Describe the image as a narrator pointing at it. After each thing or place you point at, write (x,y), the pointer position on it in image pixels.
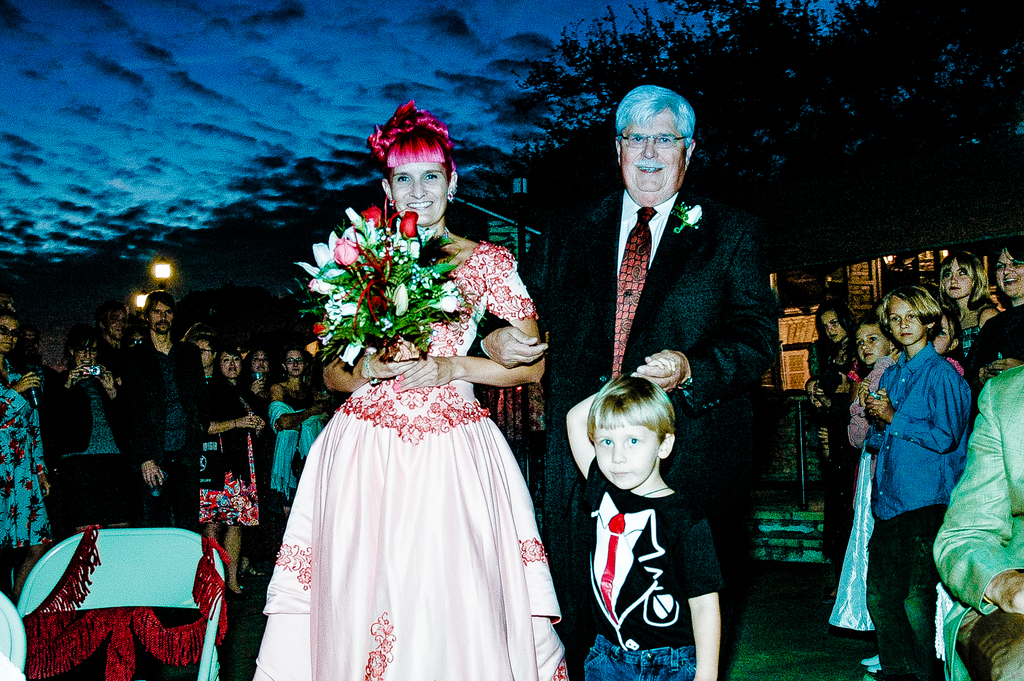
In this image there is a couple (341,456) standing together, where a girl (372,361) is holding flowers (322,273) in hand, behind them there are so many other people (157,514) standing and also there are some buildings (975,206) and clouds (83,114) in the sky (37,178).
